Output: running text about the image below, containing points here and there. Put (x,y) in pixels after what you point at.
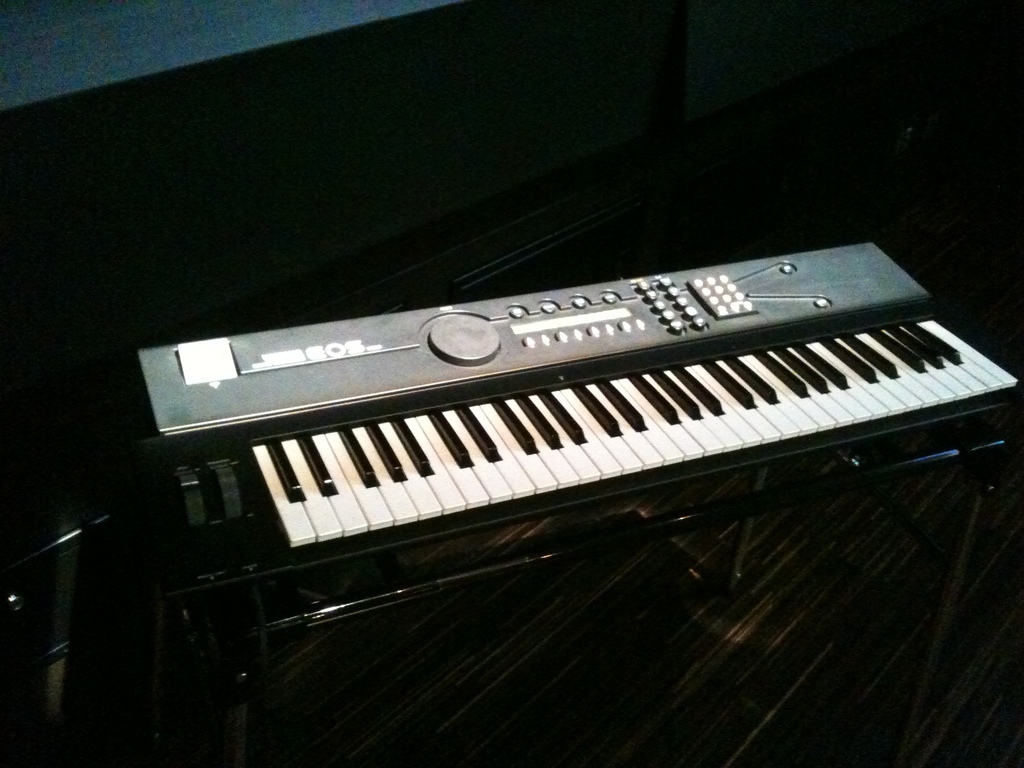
This picture shows a piano (298,371) on the stand (261,626) and we see the floor (585,714).
